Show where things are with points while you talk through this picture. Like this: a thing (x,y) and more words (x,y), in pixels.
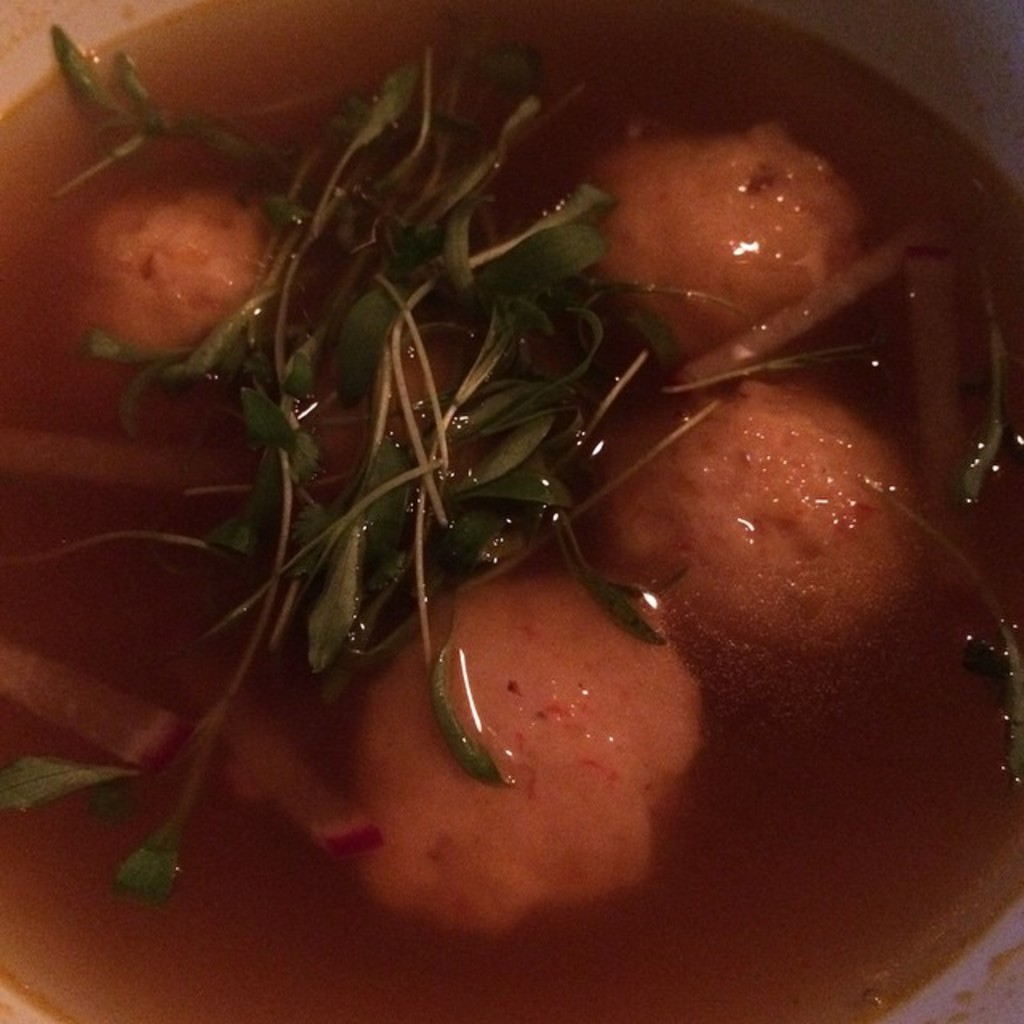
In this image there are leafy vegetables (603,212) and a food item (731,434) in a soup (570,405), in a bowl (939,84).
